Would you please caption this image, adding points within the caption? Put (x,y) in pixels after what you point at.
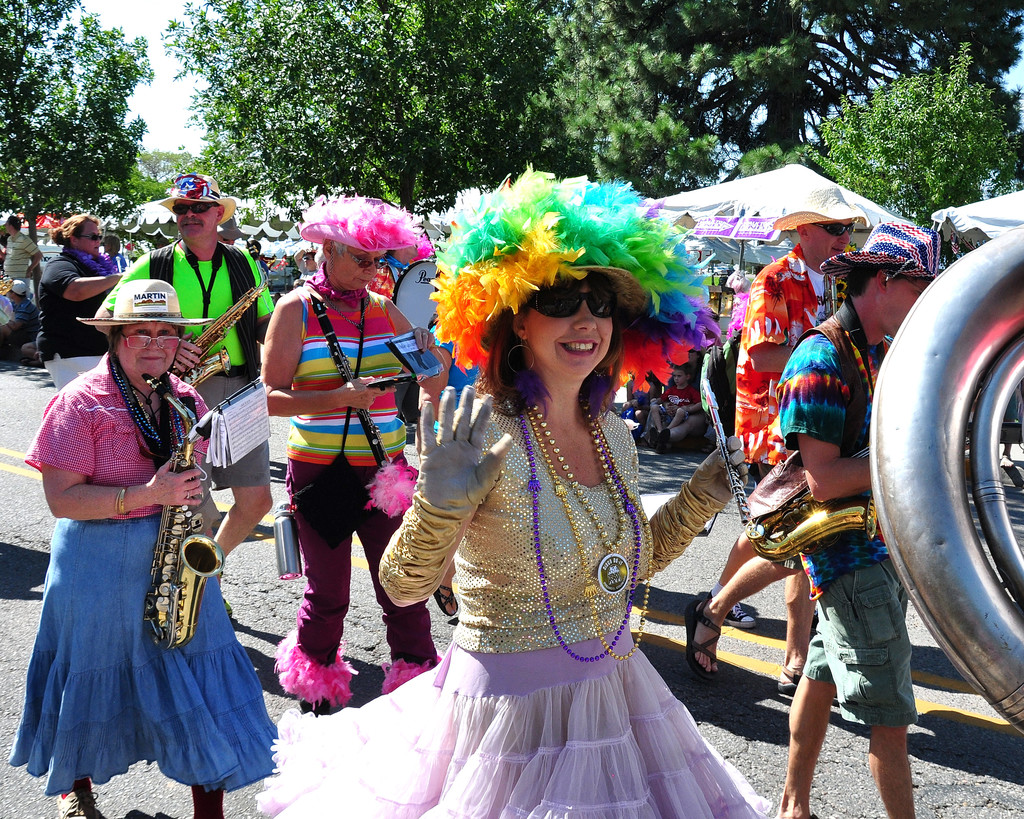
The image is taken on streets (714,554) of a city (732,298). In the foreground of the picture (418,247) there are people (503,243) walking on the road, they are wearing different costumes (313,342) and playing musical instruments (928,350). In the center of the picture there are umbrellas (773,214), canopy (786,183) and people (59,290). In the background (598,91) there are trees (262,146) and sky (175,102).
